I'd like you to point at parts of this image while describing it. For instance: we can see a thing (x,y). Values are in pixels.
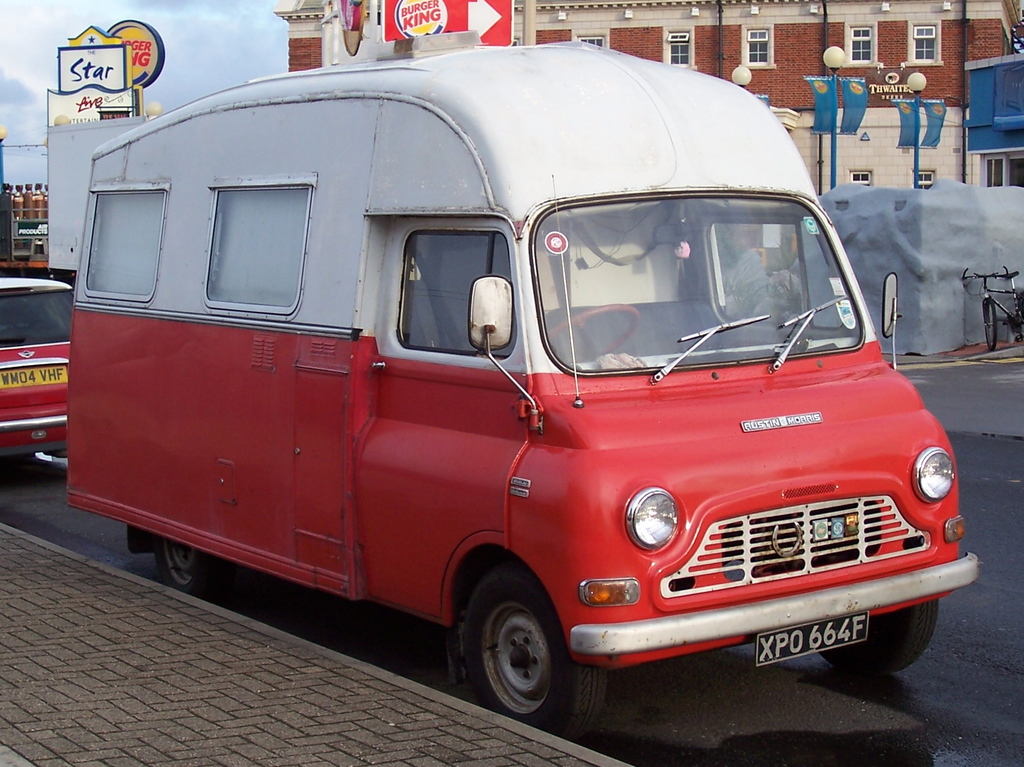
In this image we can see vehicles (544,426) on the road (903,693), there is a pavement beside the road (762,708), in the background (826,126) there are few light poles (742,74) with banner (820,113), few boards (140,77) with text (96,104), a building (725,29), a bicycle (1016,310) near the wall (930,213) and the sky (174,50).
